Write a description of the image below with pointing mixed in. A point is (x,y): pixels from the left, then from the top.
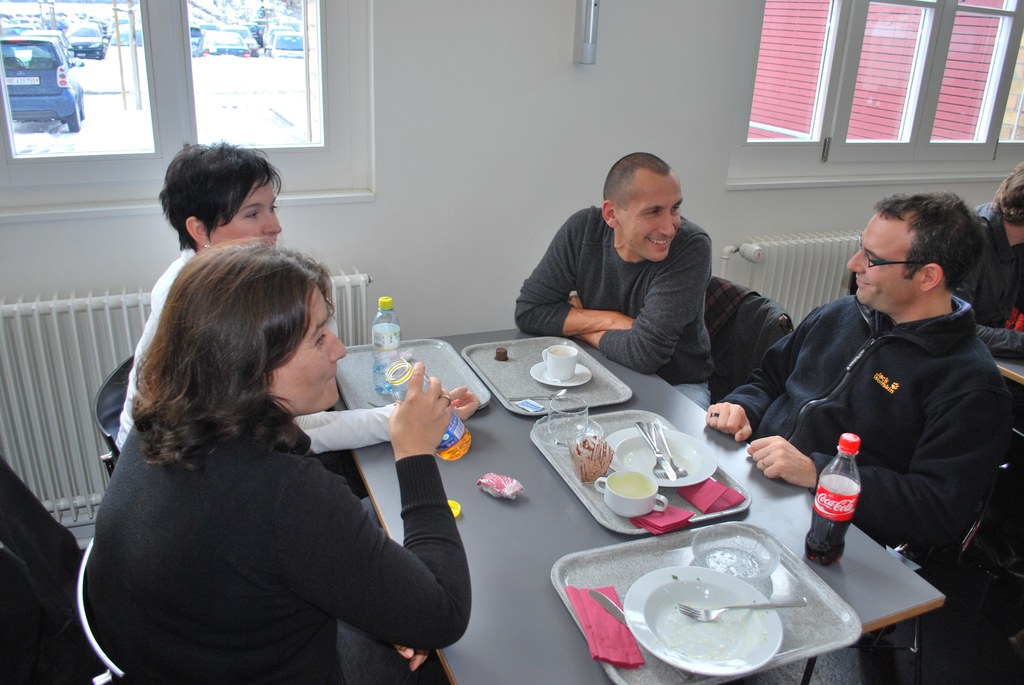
In this image few persons (284,604) are sitting on the chairs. Before them there is a table (767,510) having few trays (628,424) and bottles (397,391) on it. On the trays (596,558) there are few cups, plates (667,611) and bottle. On the plates (696,573) there are forks (714,610) and spoons (684,474). Right side (1012,283) there is a person (1000,274) sitting. Before him there is a table (997,359). Background (926,150) there is a wall (459,122) having windows (229,106). From the windows (189,90) few vehicles (45,56) and trees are visible.
